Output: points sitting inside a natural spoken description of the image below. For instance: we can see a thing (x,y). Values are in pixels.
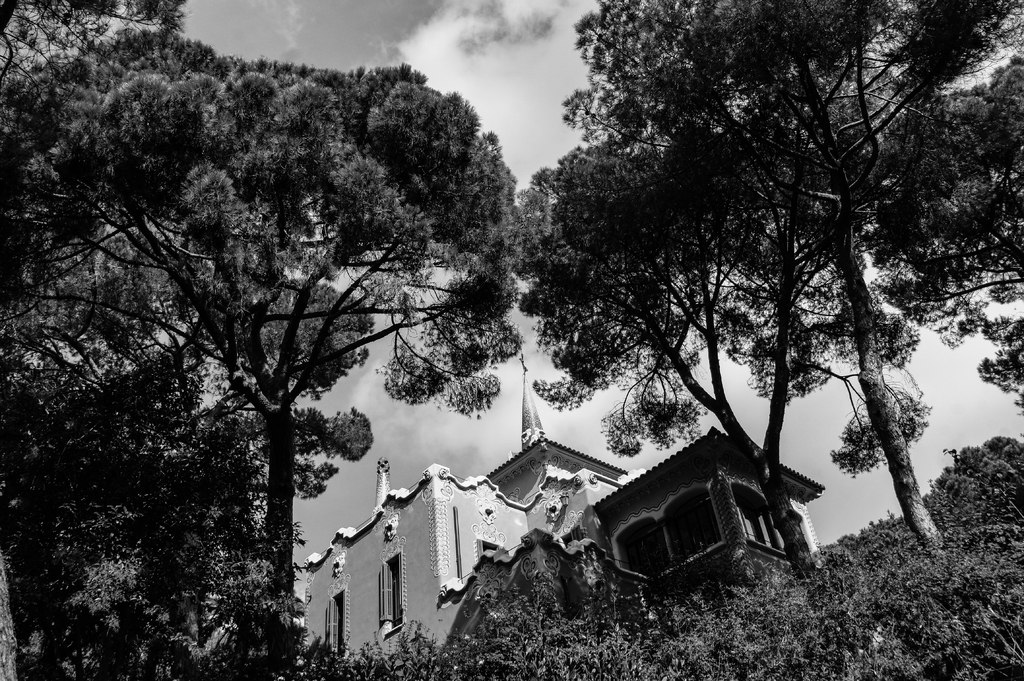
I see that this is a black and white image and I see a building (558,513) over here and I see the trees (151,183). In the background (995,418) I see the sky (962,430).
